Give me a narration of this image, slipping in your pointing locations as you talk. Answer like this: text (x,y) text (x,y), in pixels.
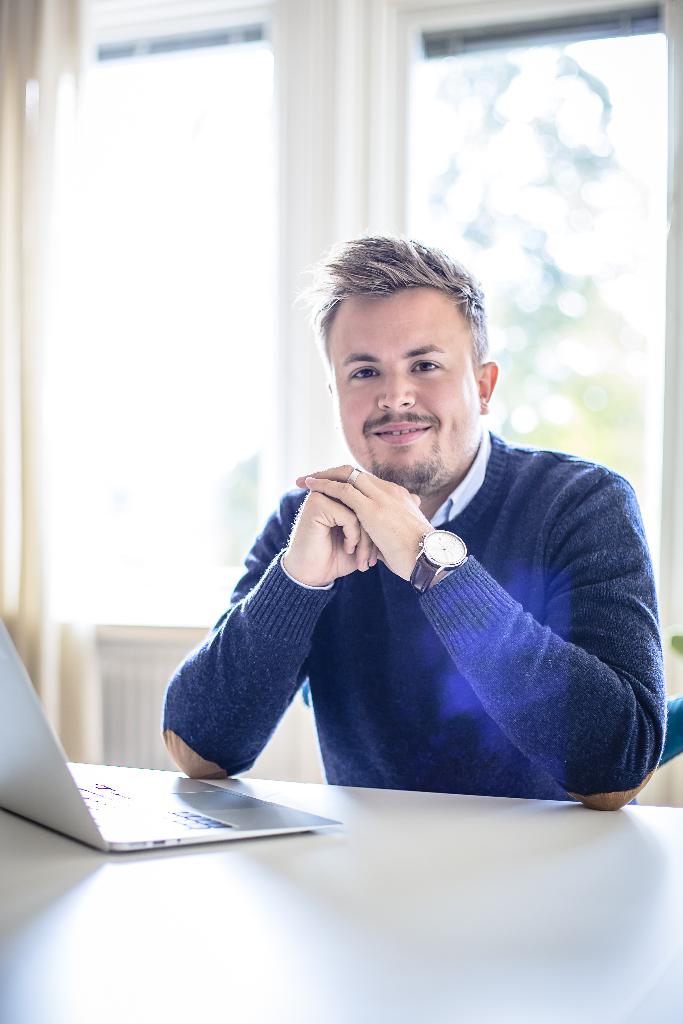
In this image I can see a man (463,426) and I can also see a smile on his face (394,454). On this table (246,970) I can see a laptop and a watch (455,557) on his hand (403,551).
